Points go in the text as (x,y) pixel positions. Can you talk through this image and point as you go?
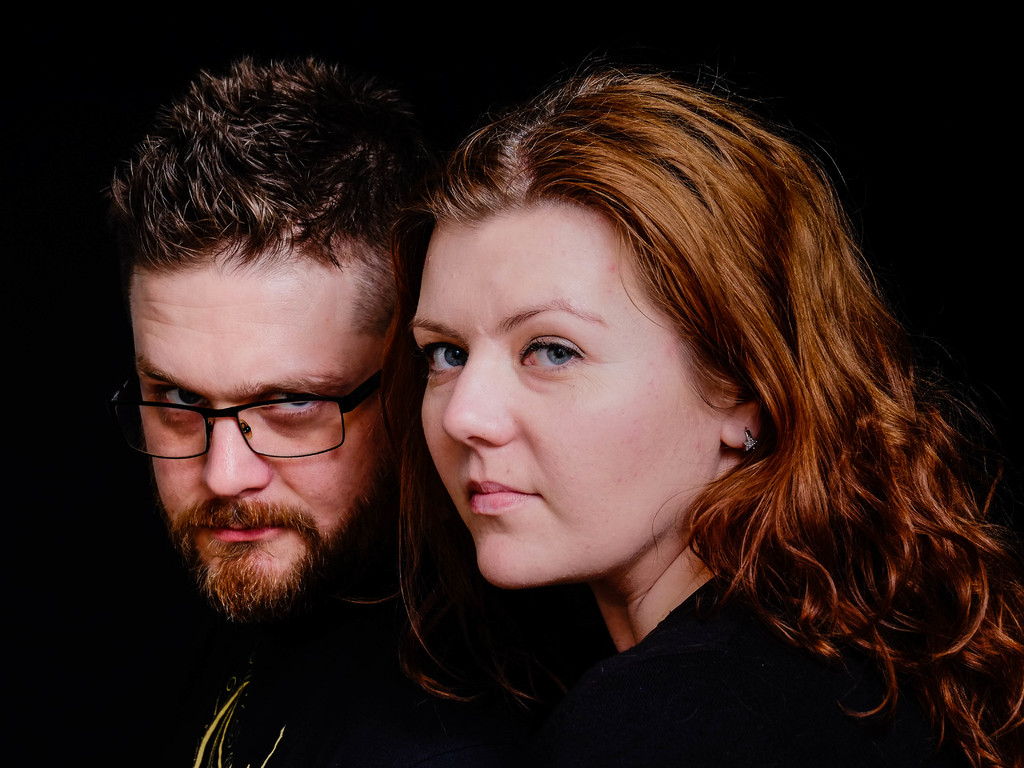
In this image we can see a woman (541,433) and a man (203,759) and they both are posing for a photo and the background (30,105) is dark in color.
